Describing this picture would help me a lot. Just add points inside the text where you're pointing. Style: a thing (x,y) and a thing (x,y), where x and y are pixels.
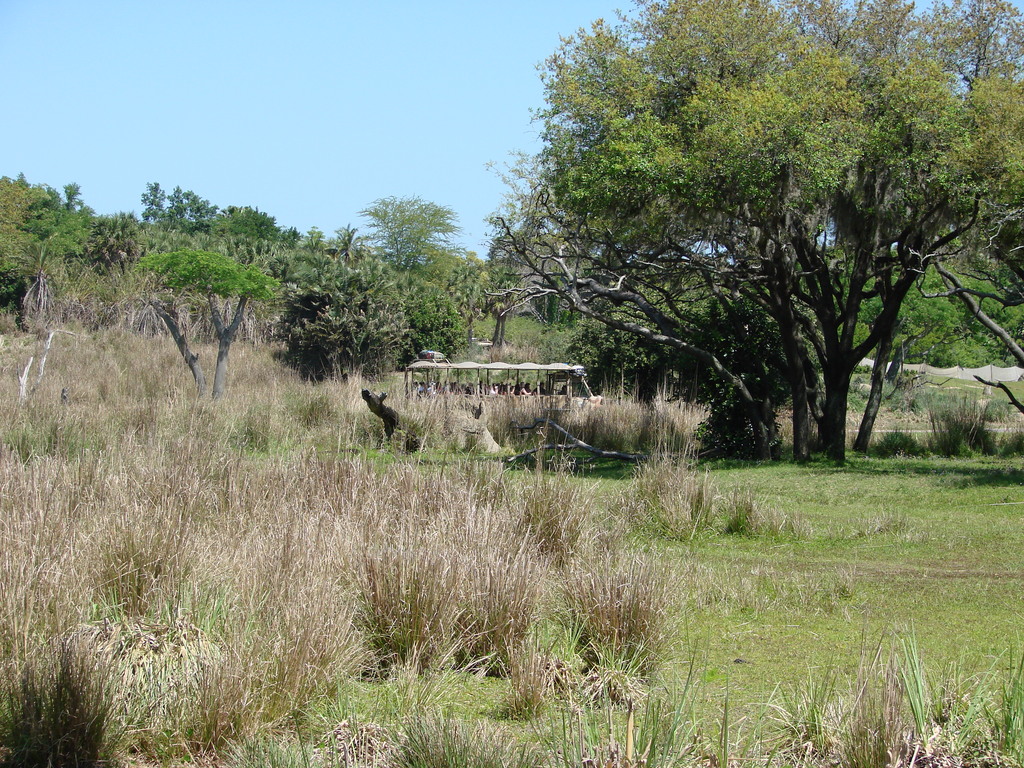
In this image there are trees (132,232) and we can see a vehicle (570,373). At the bottom (234,714) there is grass (414,610). In the background (425,64) there is sky (382,77).
